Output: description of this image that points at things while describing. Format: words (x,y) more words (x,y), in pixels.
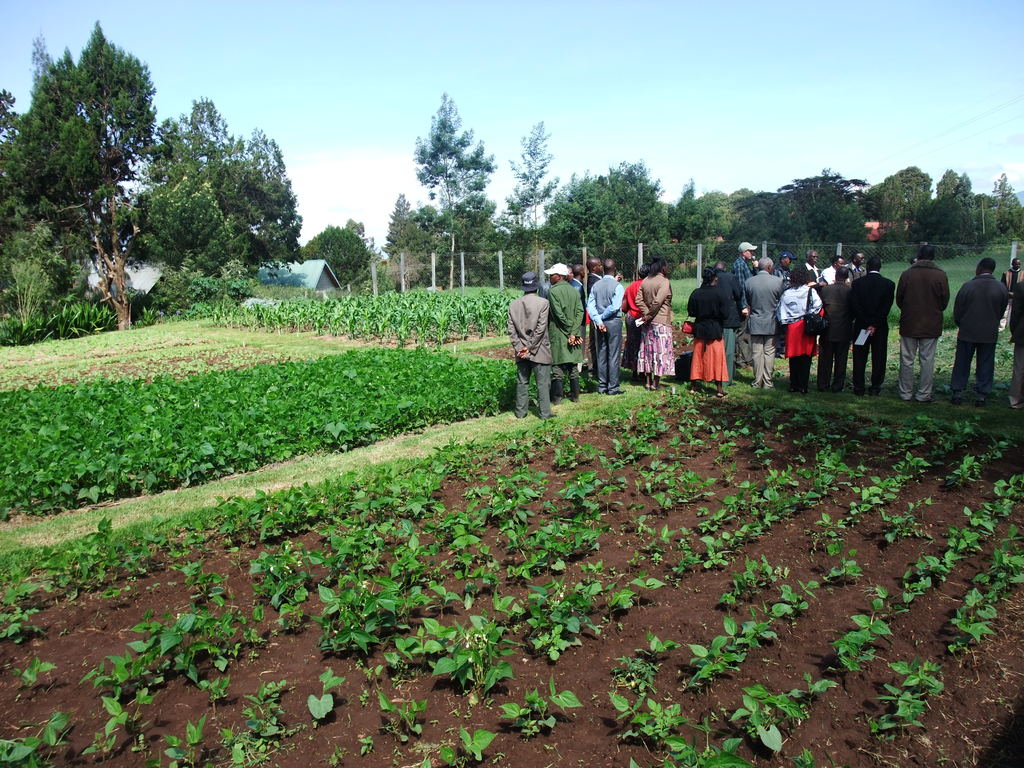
In this image in the front (244,451) there are plants (179,466). In the background (708,330) there are persons (742,327) standing, there is a fence (416,274) and there are trees (336,251), there are huts (150,284) and the sky (601,132) is cloudy and there is grass (904,262) on the ground (952,276).
